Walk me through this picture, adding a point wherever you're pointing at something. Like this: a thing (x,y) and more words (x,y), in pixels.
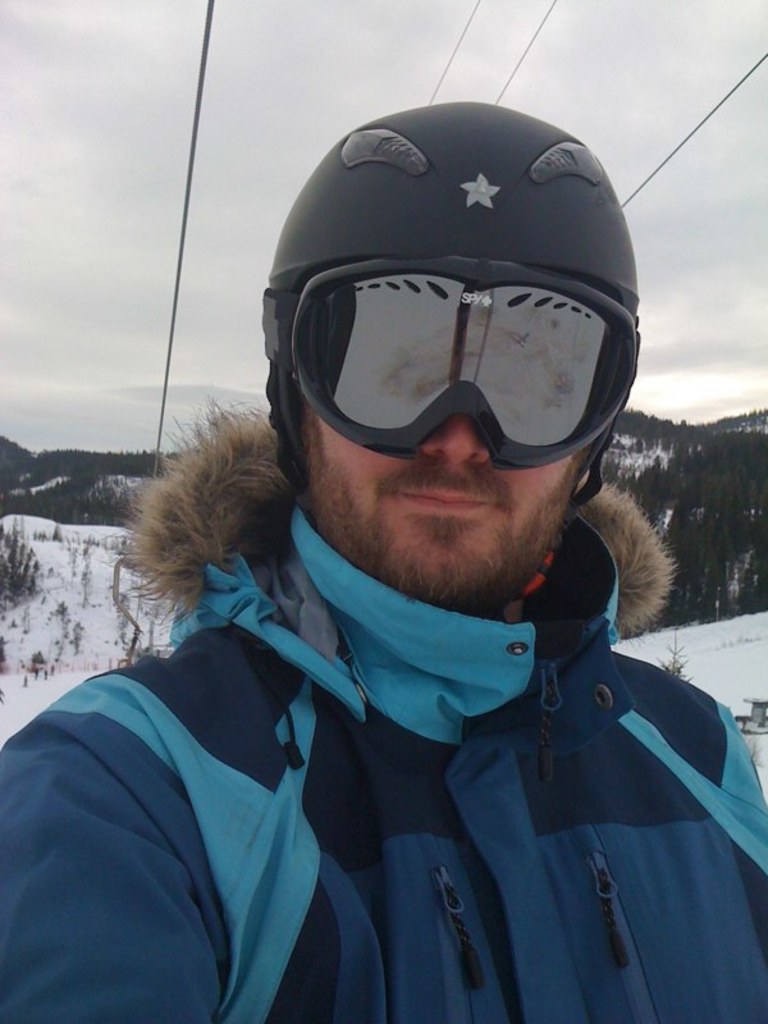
In the center of the image (391,553) we can see a person (418,485) with a helmet (395,247) and glasses (502,393). In the background (50,496) we can see many trees (95,483). Snow (90,565) is also visible. There is a cloudy sky (217,135).
